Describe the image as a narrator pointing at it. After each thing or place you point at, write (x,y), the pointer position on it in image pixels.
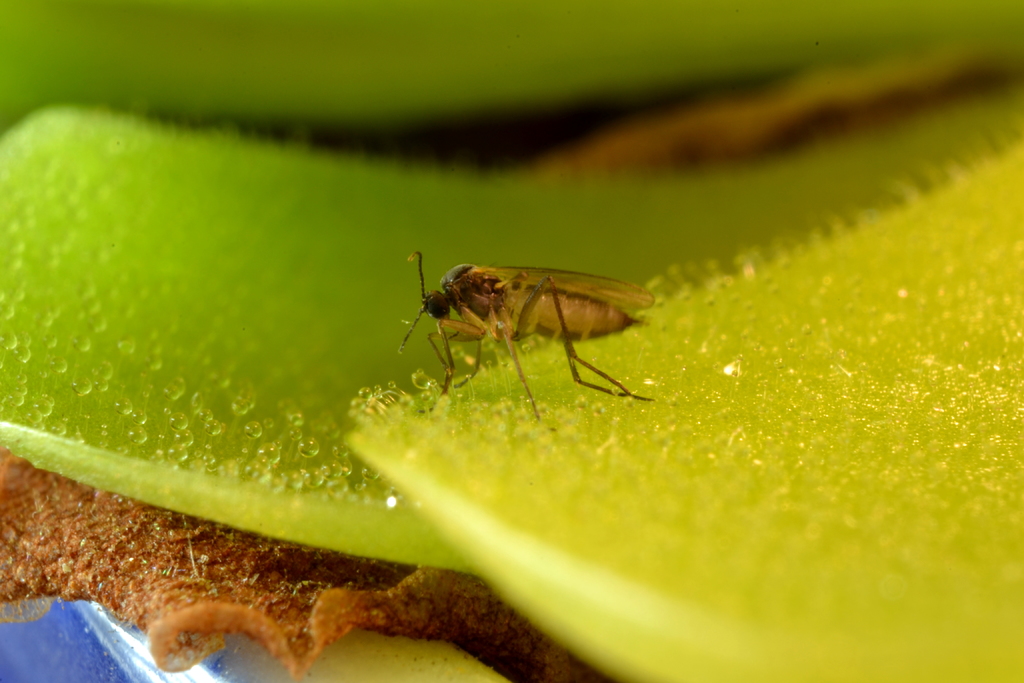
In this image we can see an insect (579,378) on the green color surface (644,542).
